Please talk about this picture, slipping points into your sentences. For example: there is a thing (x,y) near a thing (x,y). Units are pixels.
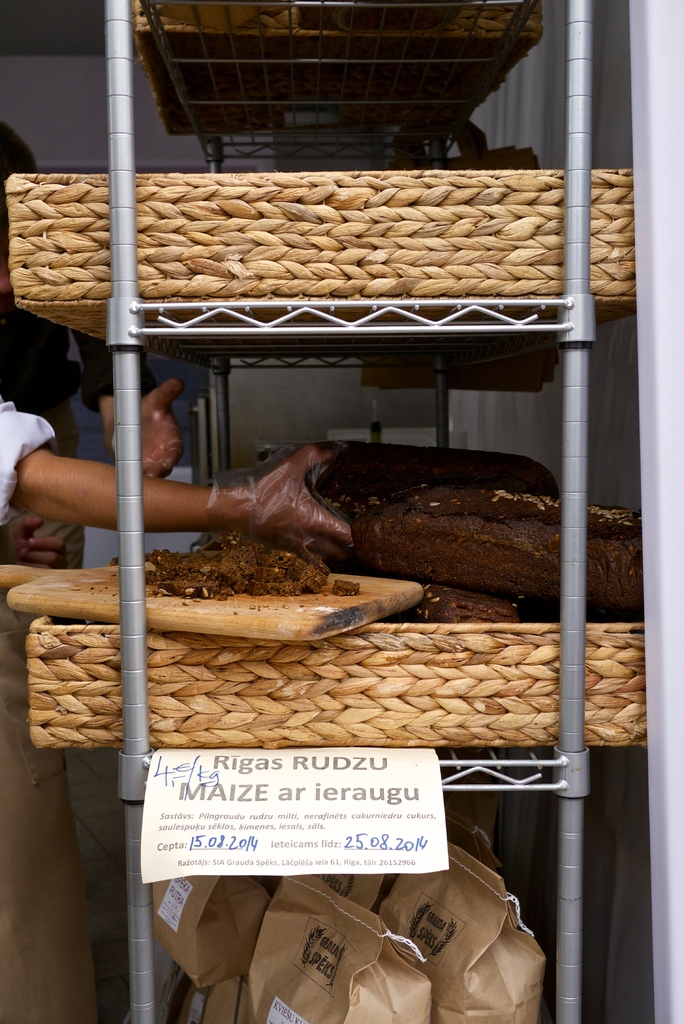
In this image we can see some bread pieces (466,576) placed in baskets (394,705) in a rack (362,70). In the bottom of the image (408,978) we can see group of bags (442,962) a paper (377,813) with some text (300,833). On the left side of the image (52,577) we can see a board (205,615) with food (244,591) on it and two persons (239,506) are standing. One person (97,506) is holding a bread (386,510) in his hand (273,478).
